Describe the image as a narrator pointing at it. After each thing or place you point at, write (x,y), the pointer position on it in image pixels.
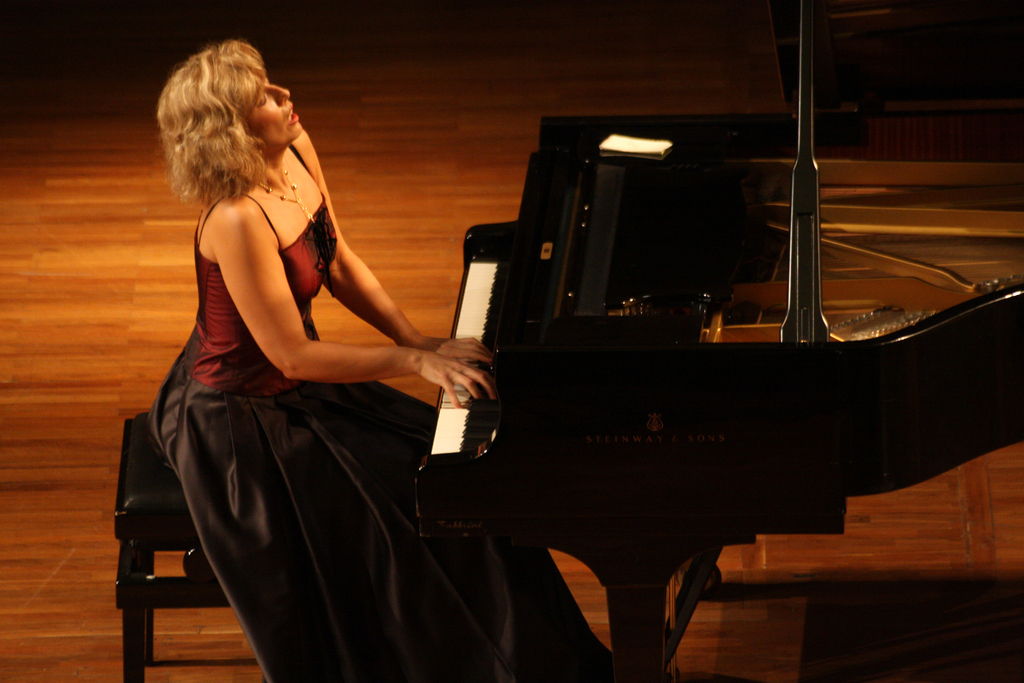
This woman (272,486) is sitting on a chair (157,465) and playing piano (515,266). This is piano keyboard (481,414).
